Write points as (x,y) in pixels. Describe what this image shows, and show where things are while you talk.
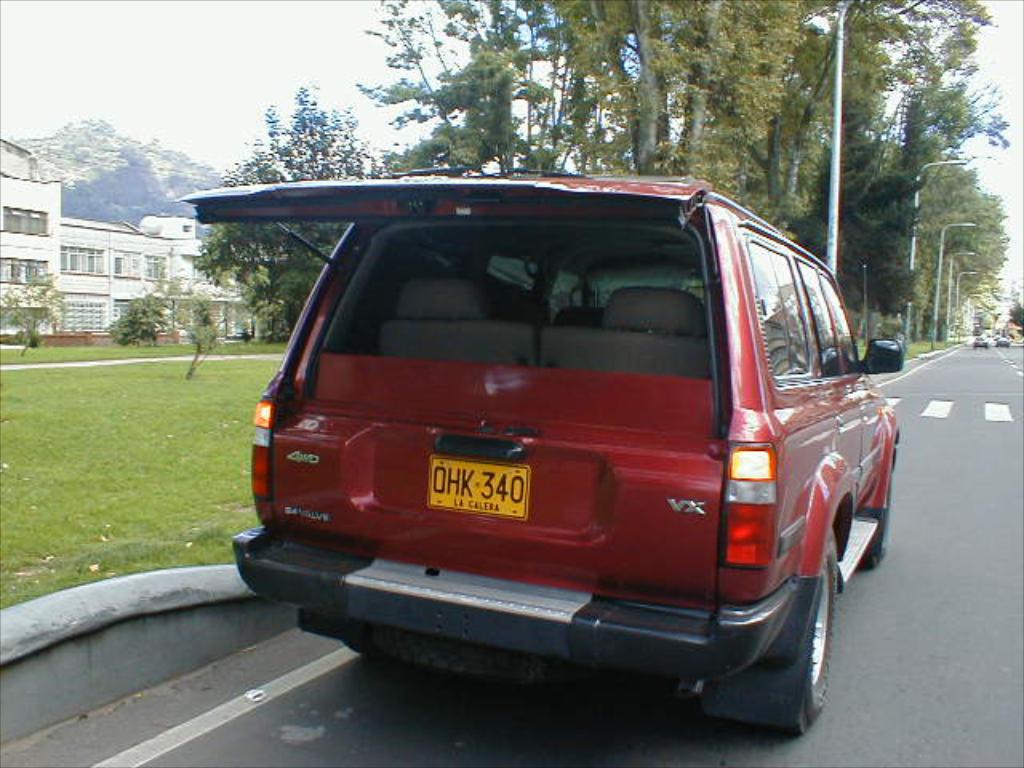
In this picture I can see there is a vehicle (584,566) parked here on the road (282,710) and there is a building (175,234), a mountain (116,159) and trees (302,127) in the backdrop (872,67) and the sky (65,103) is clear.
